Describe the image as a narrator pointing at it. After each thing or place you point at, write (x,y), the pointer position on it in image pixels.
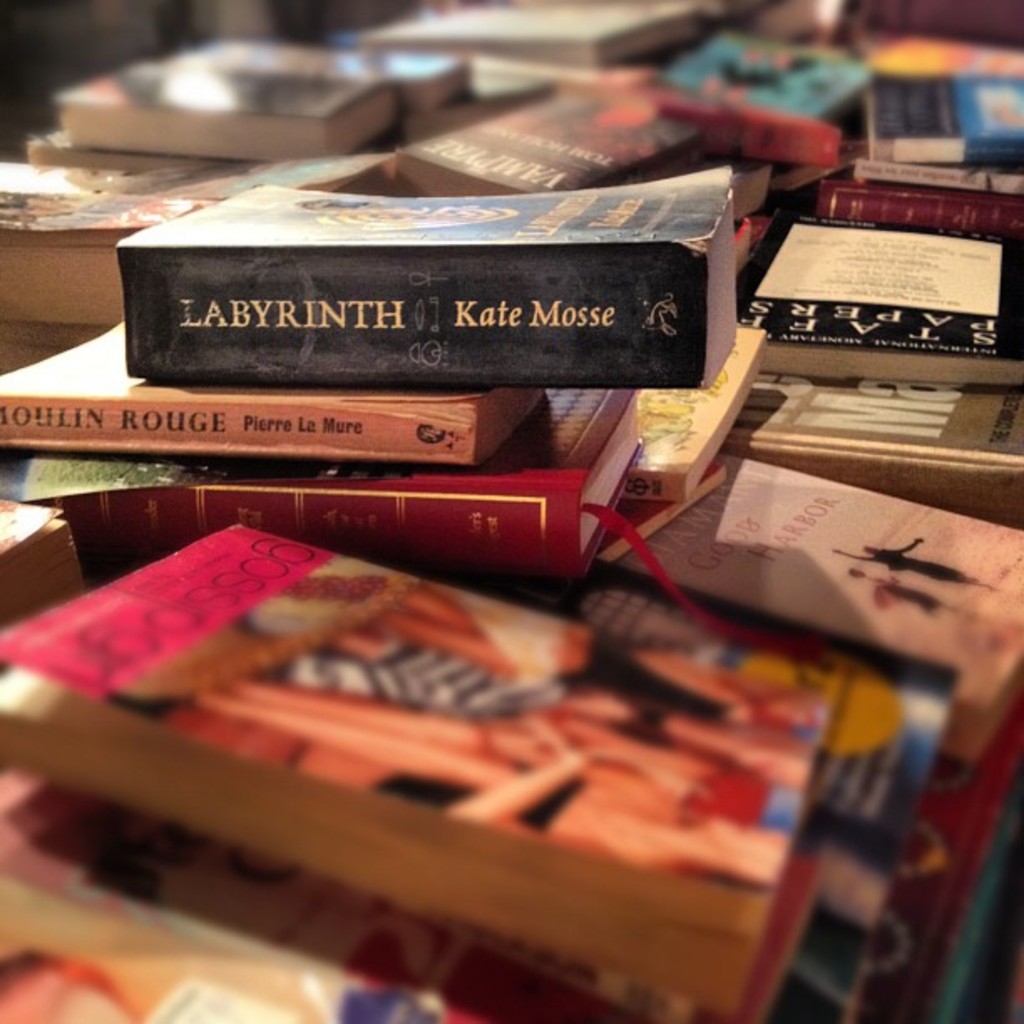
This picture consists of group of books (630,430).
